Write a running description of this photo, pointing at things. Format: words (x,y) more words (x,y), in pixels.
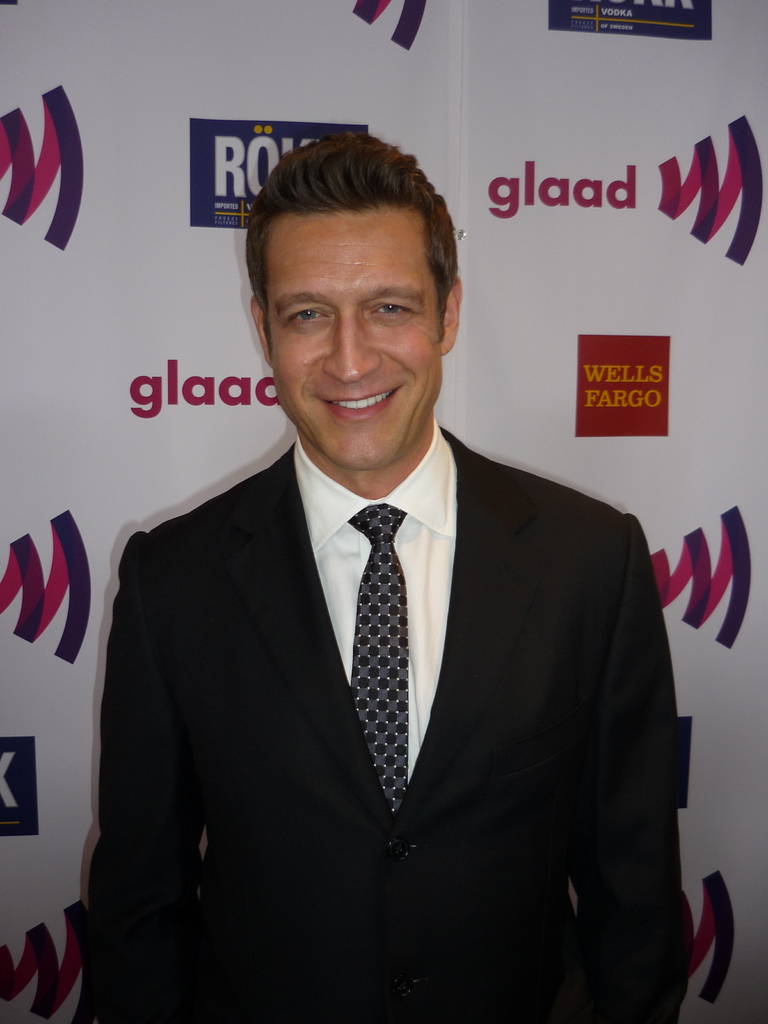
In this picture I can see a man (503,507) standing and smiling, and in the background (623,277) it is looking like a board (649,531).
